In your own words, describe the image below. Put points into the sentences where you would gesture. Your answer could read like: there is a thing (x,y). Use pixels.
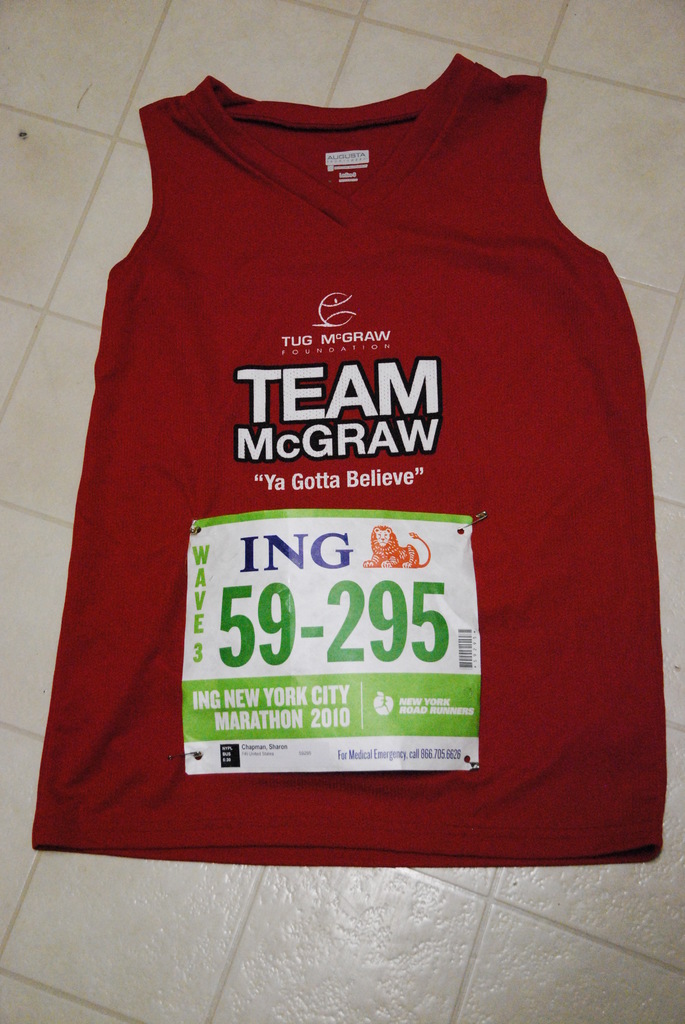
It is a t-shirt (554,612) on the floor (632,289) in red color, there is the sticker (350,719) on it.
